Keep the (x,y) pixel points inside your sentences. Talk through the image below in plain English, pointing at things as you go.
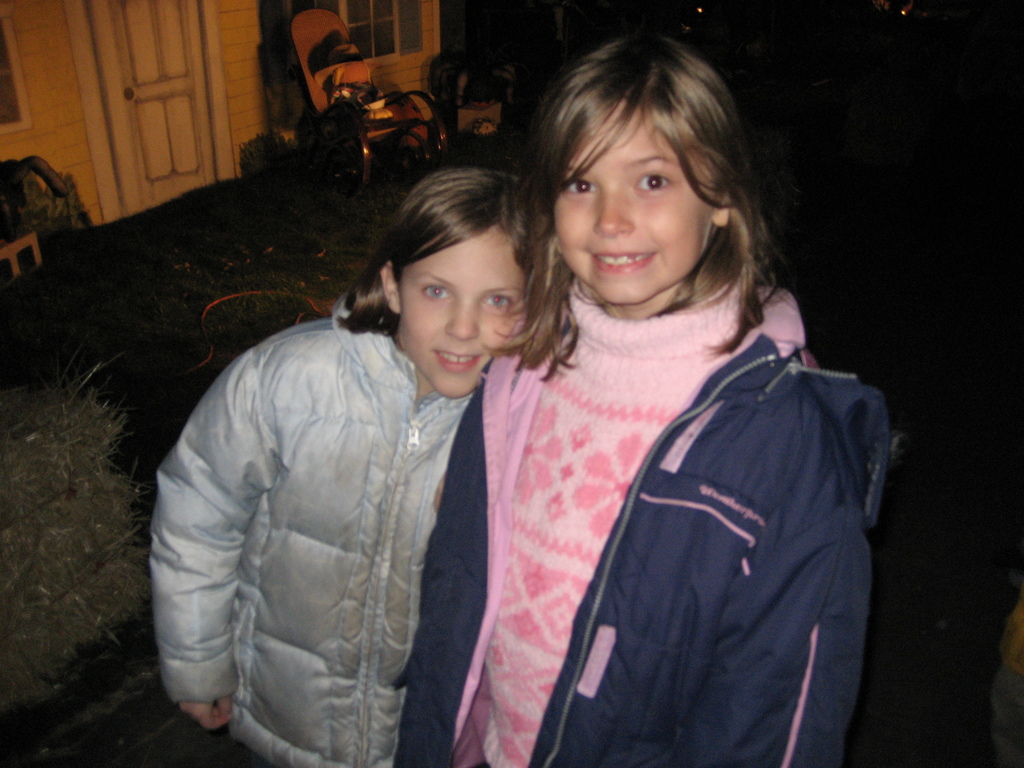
In front of the picture, we see two girls (548,533) are standing. Both of them are smiling and they are posing for the photo. On the left side (114,503), we see an artificial grass (58,506). At the top (491,89), we see chairs (379,104) and a stool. Behind that, we see a wall (269,73), windows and a white door (212,82). In the background (884,176), it is black in color. This picture is clicked in the dark.
